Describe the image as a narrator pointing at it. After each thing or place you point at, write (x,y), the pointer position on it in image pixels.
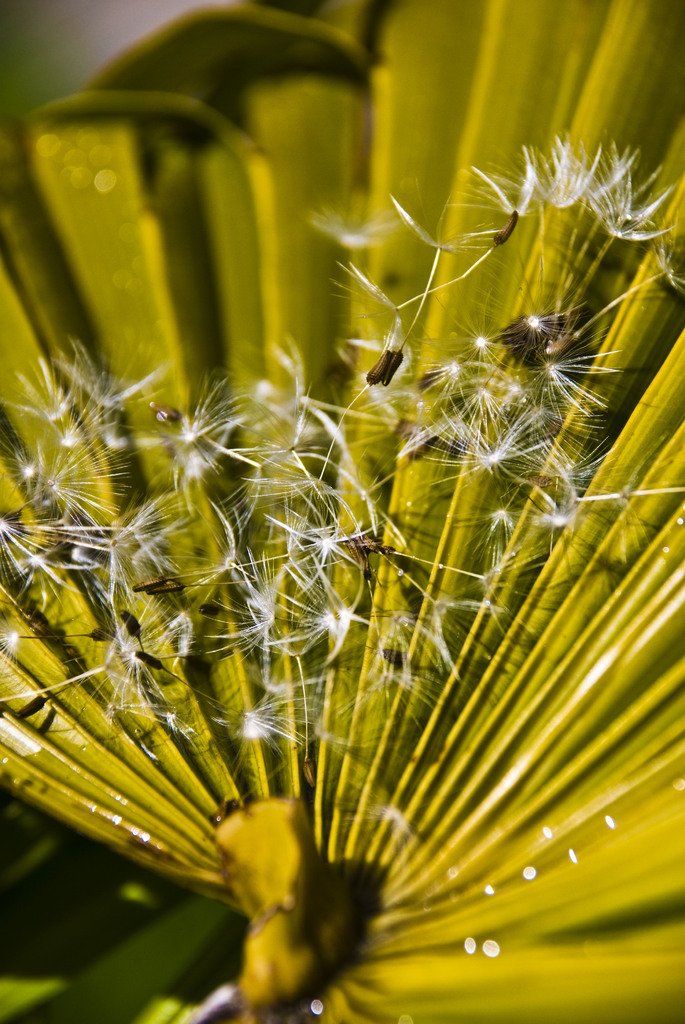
In this picture I can see there are few dandelions (551,196) and there is a green leaf (416,905) in the backdrop (459,341), the backdrop (276,305) is blurred.
